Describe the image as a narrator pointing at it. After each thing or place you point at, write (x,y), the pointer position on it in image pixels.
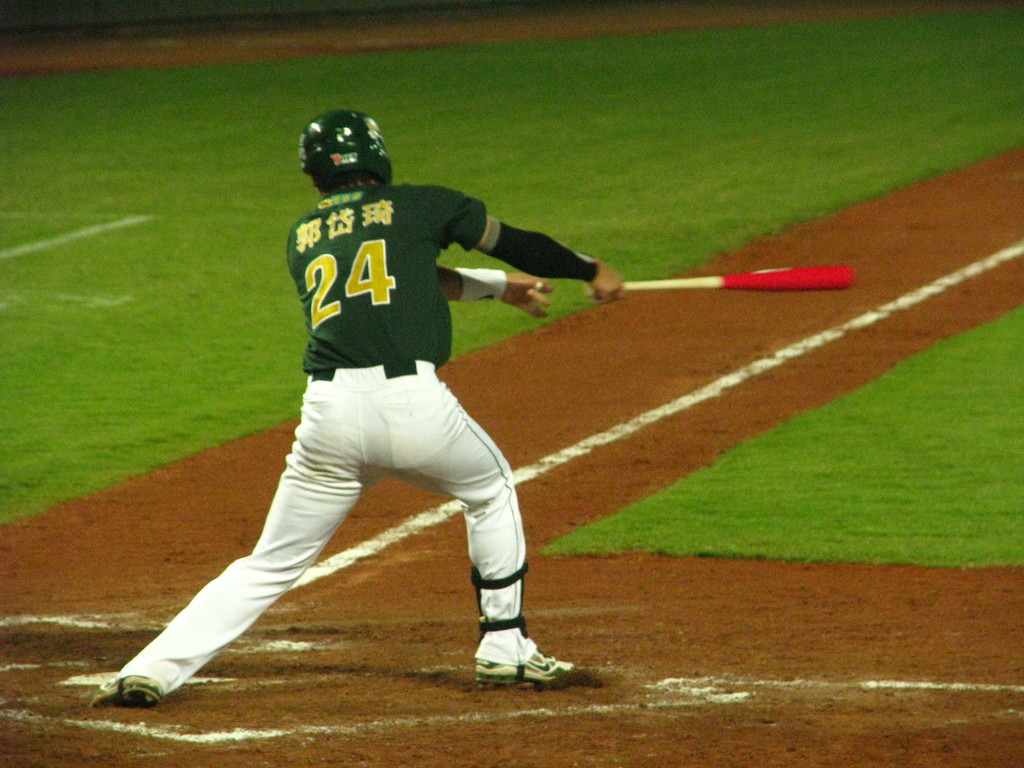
In this image I can see a man (443,278) is playing the baseball, he wore green color t-shirt (409,293), white color trouser (448,454) and a black color cap (355,165).
